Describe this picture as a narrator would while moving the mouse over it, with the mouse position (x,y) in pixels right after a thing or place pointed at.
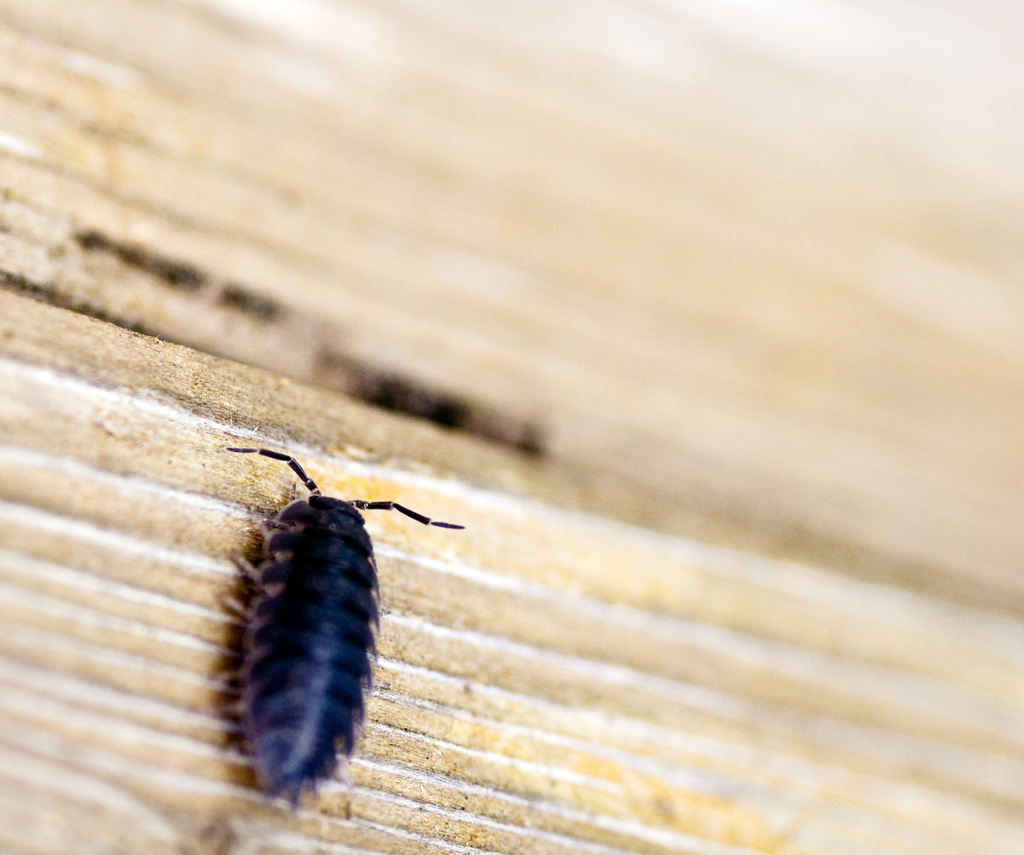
In this image there is an insect (266,607) on the path (383,498), and there is blur background (232,79).
